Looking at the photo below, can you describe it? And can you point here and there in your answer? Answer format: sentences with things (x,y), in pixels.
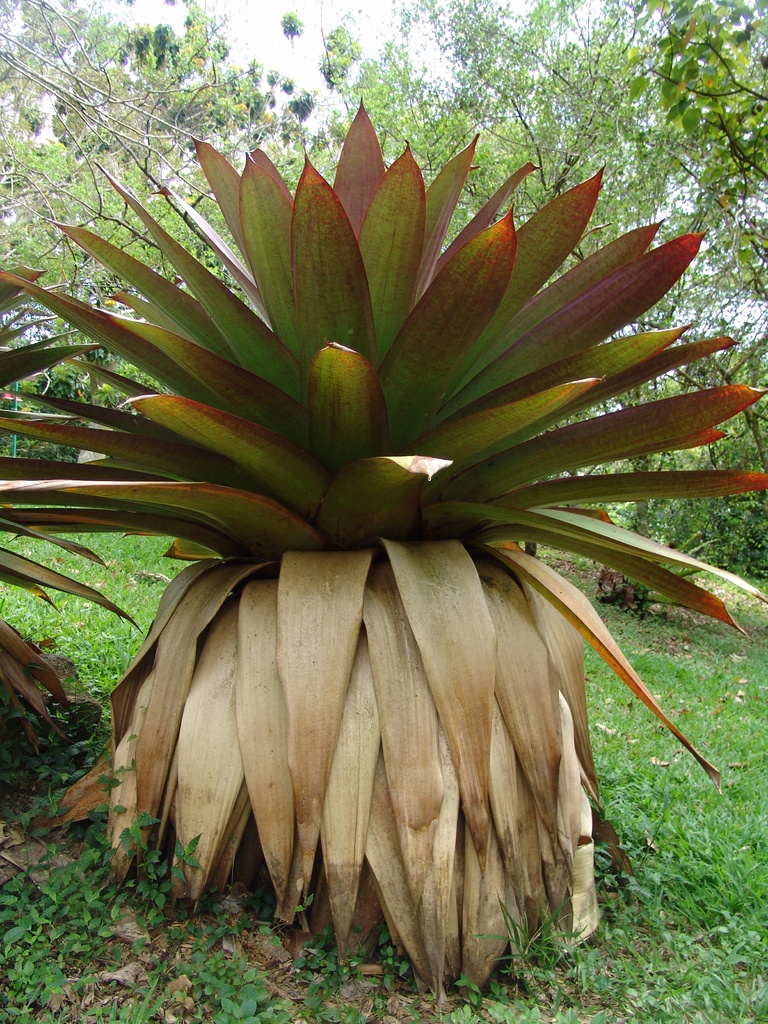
In this picture i can see many trees (685,515), plants (725,511) and grass (732,684). On the left (196,393) i can see the leaves (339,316). At the top (276,14) there is a sky (256,14).
